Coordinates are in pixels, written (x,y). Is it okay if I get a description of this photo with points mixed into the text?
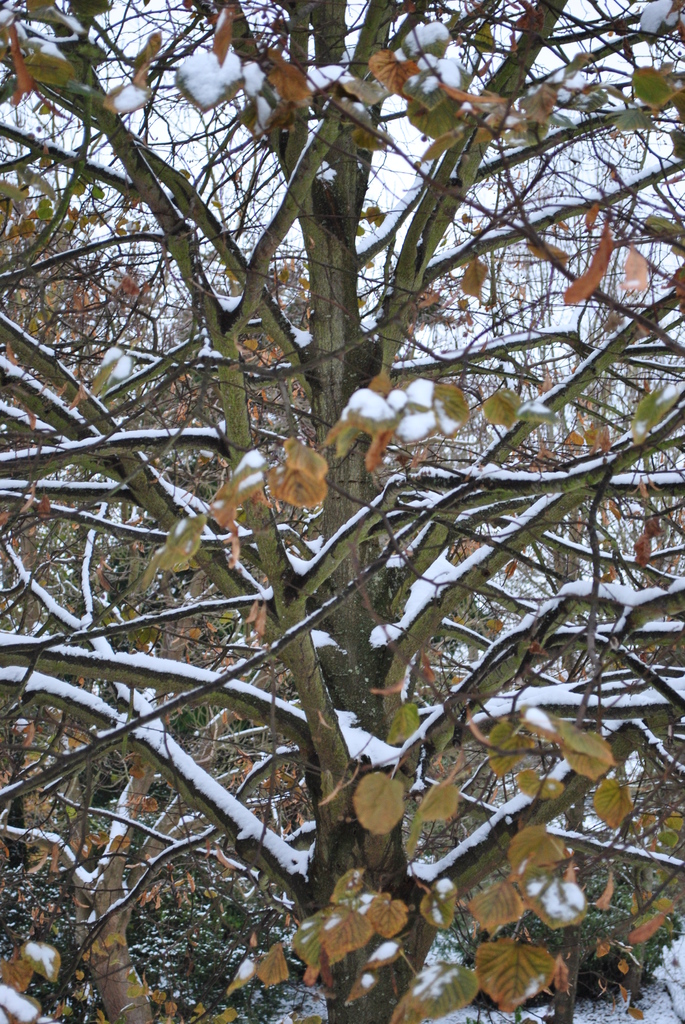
In this image there is a tree (369,652) with snow (53,616) on it.
